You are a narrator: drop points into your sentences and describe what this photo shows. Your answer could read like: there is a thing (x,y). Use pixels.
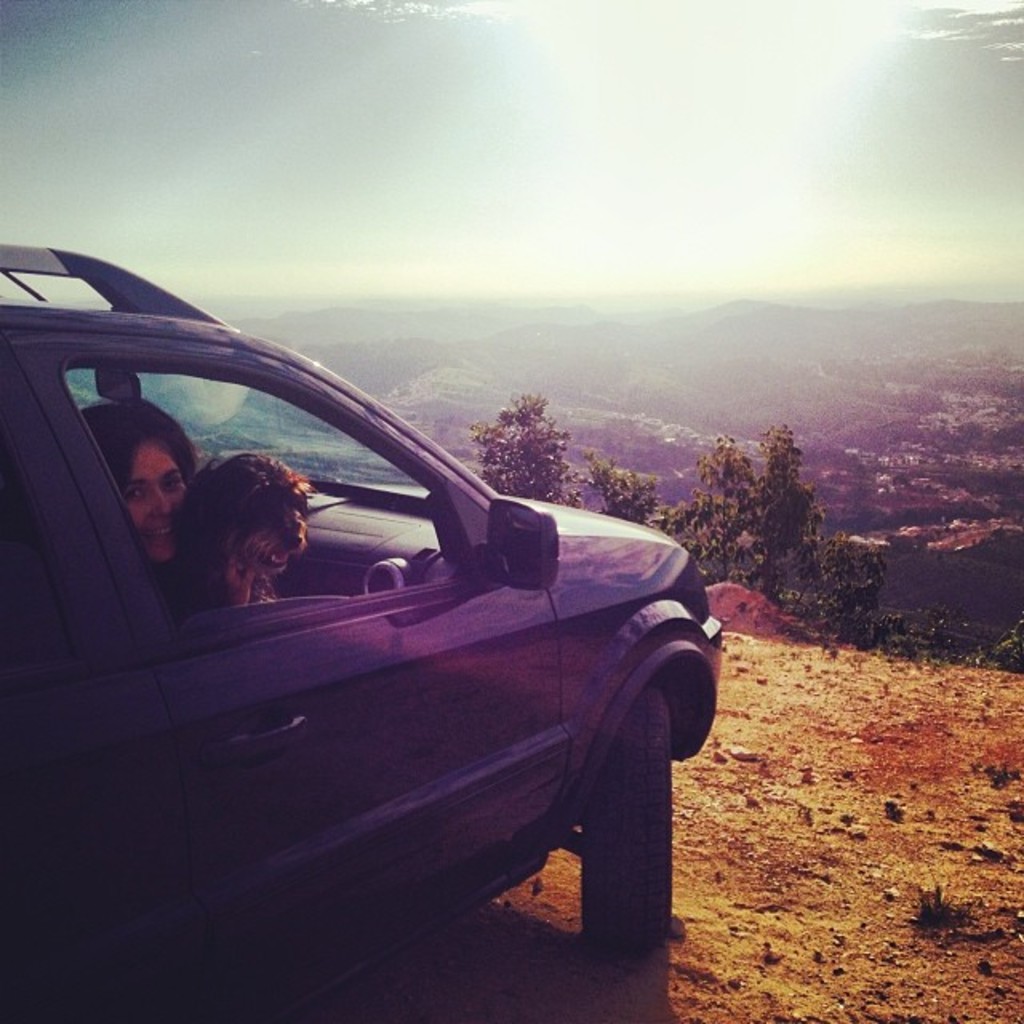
In this image there is a car (516,732) on the hill (803,941). In the car (454,486) there is a woman (148,426) and dog (234,525) sitting in the seat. At the top (440,145) there is a sky (447,149). At the bottom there are hills (759,398) and trees (770,559).
